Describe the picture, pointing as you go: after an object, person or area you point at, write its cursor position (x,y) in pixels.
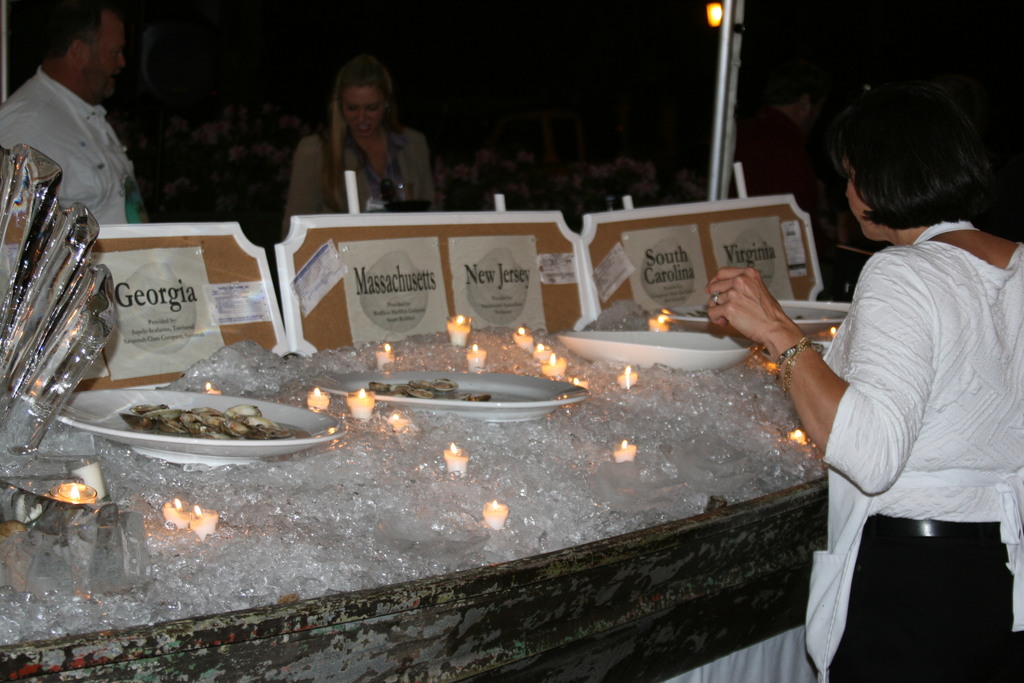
There are three people (388,154) standing. This looks like the ice cubes (380,486). I can see the candles (490,514) and plates (253,445) with food (198,419) are placed on the ice cubes (487,461). These are the boards (538,258). On the left side of the image (97,305), that looks like an object (45,321). This is a pole (741,21).
